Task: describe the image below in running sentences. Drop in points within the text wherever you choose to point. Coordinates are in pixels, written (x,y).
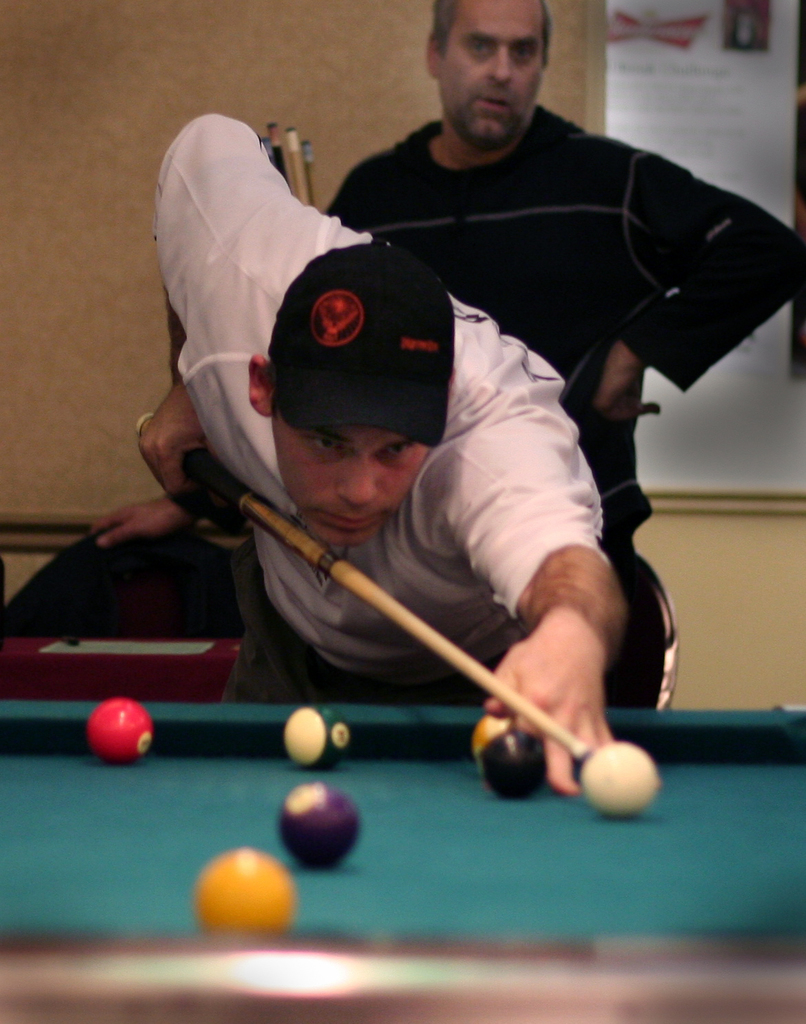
In this image, man (414,485) in white t-shirt (456,489) who is wearing black cap (350,310) is playing snooker pool game. Behind him, we see a man (534,206) in black t-shirt (608,260) is standing and behind him, we see a board (726,145) which is white in color.
